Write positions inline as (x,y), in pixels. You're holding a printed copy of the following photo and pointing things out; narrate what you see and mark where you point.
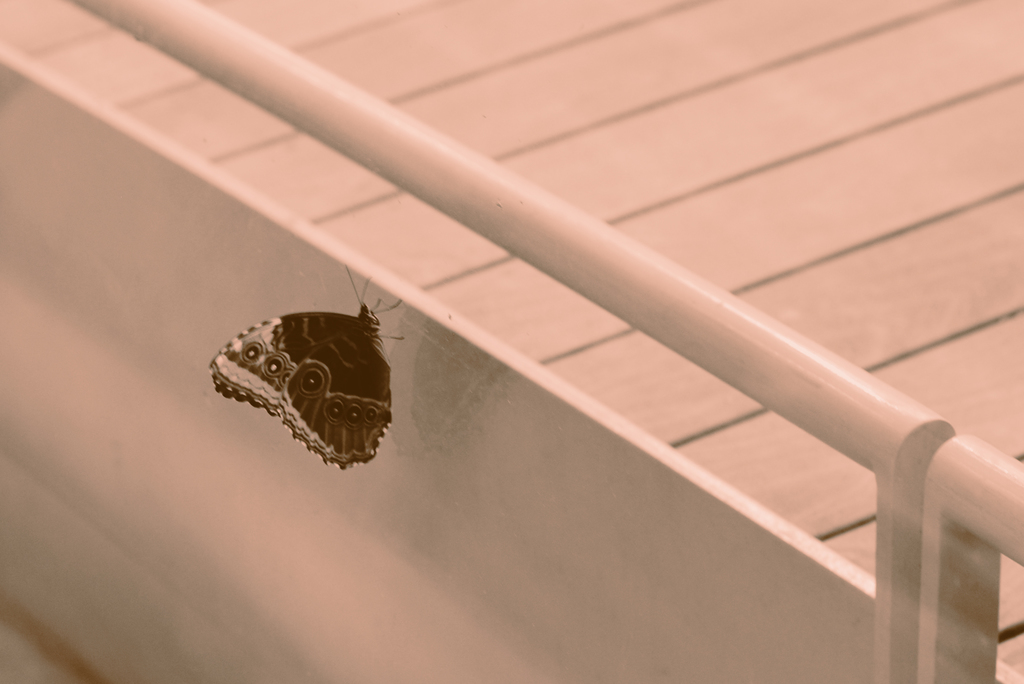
In this picture I can see a butterfly (282,380) on the metal fence (503,545) and the butterfly (355,383) is black and white in color and I can see a wooden floor (769,128) on the right (741,178).
